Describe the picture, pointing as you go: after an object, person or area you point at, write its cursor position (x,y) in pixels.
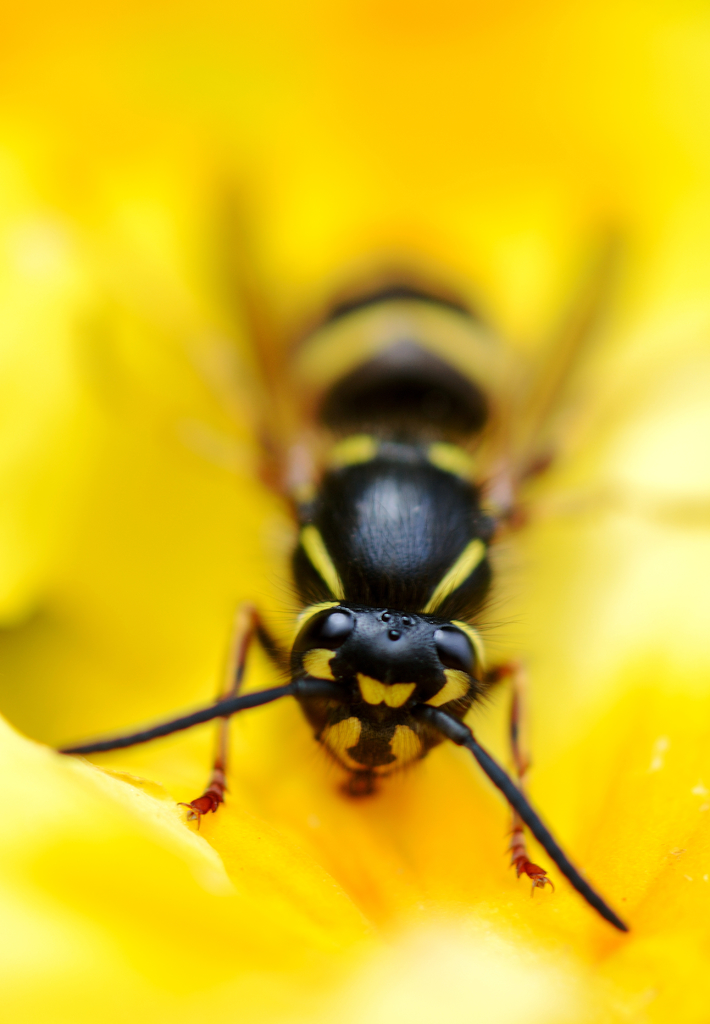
In this picture we can observe an insect (399,544) which is in black and yellow color. The background (91,125) is completely in yellow color.
